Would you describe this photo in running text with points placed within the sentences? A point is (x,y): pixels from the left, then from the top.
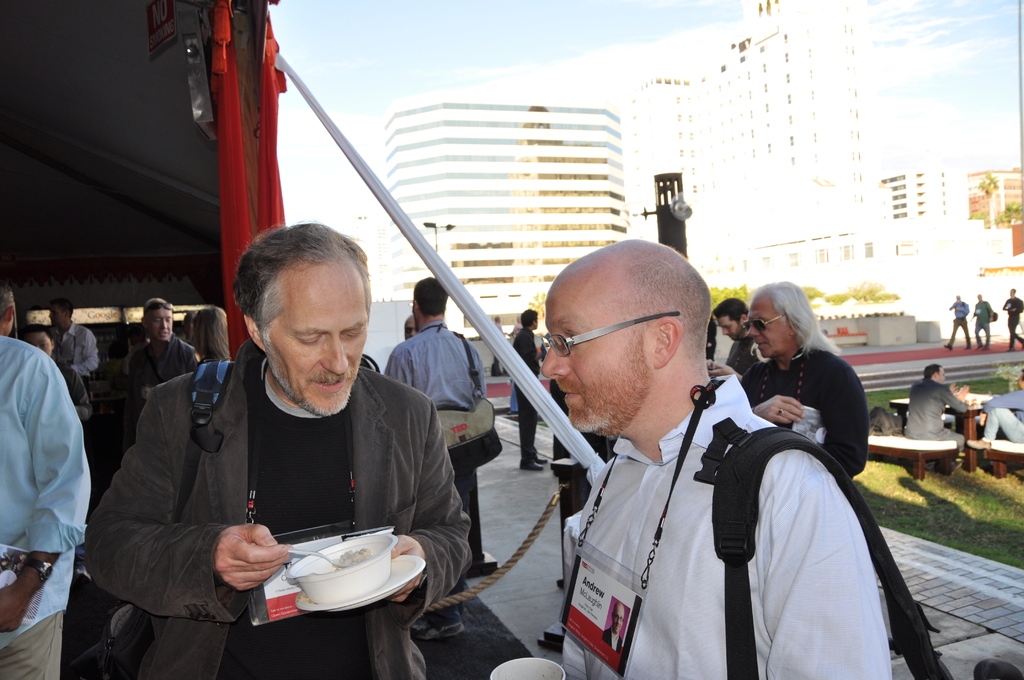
This image is clicked outside. There are buildings (785,176) in the top (762,195). There so many people (546,328) in this image. The one who is in the front (249,473) is eating. There is spoon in his hand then there is a bowl (384,579). In the right side (996,458) there is a bench (942,445) and table (974,409). People (963,395) are sitting on bench (940,457). There is grass (961,506). There are trees (1013,206) in the right side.
